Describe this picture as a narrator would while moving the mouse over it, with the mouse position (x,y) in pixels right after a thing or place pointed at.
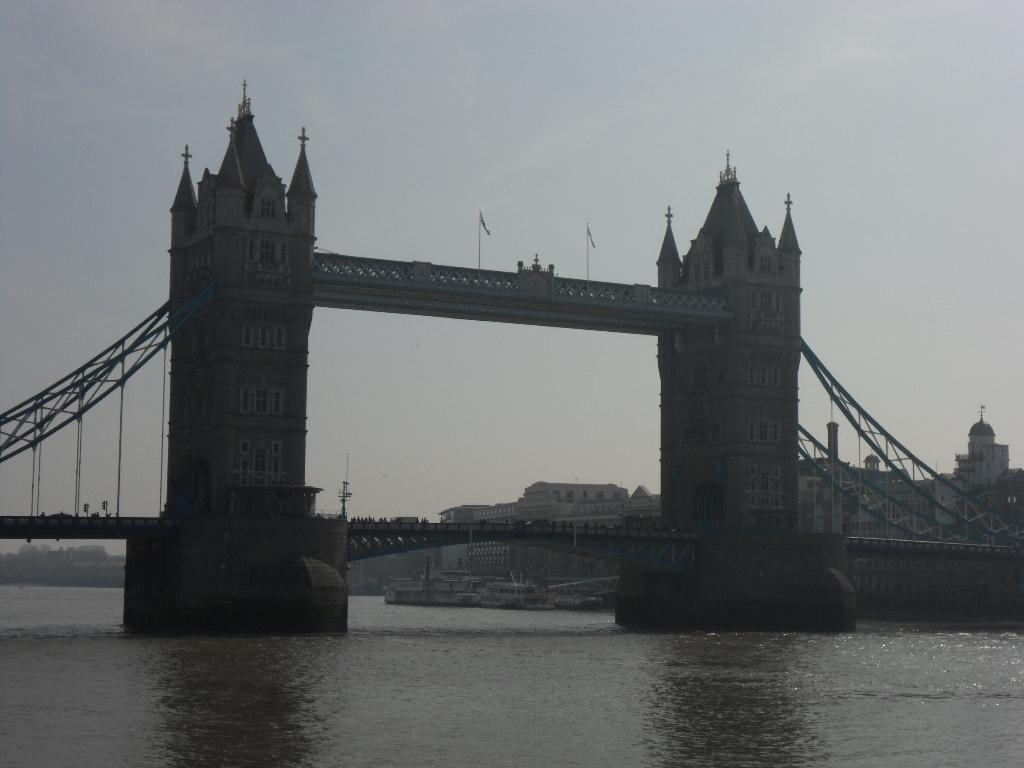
In this picture there is tower bridge (660,285) in the center of the image (665,435) and there is water (26,669) at the bottom side of the image (665,664), there are buildings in the background area of the image (859,471).
